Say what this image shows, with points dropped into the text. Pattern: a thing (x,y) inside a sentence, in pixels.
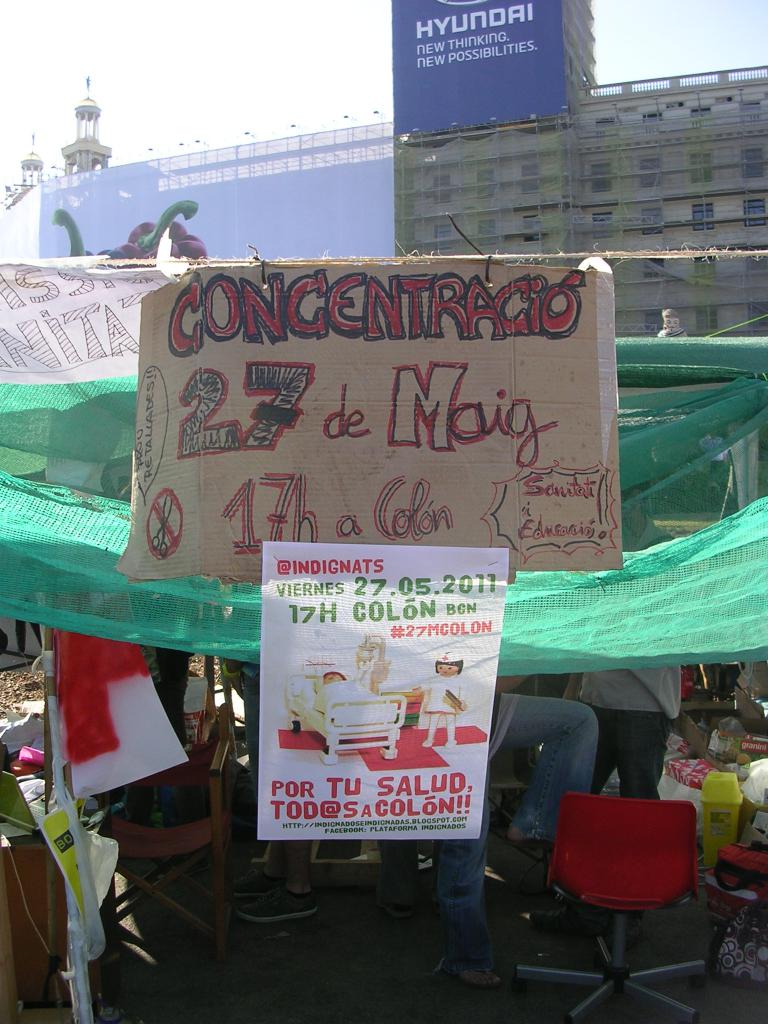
The image is outside a building (701,313). There is a tent (664,601). There is a board (296,504) and banner (384,639) on the tent (259,587). Under the tent (685,560) there are chairs (591,879), people (669,725), some other stuff (319,868). In the background (331,180) there is a building (616,152). The sky (242,118) is clear.
